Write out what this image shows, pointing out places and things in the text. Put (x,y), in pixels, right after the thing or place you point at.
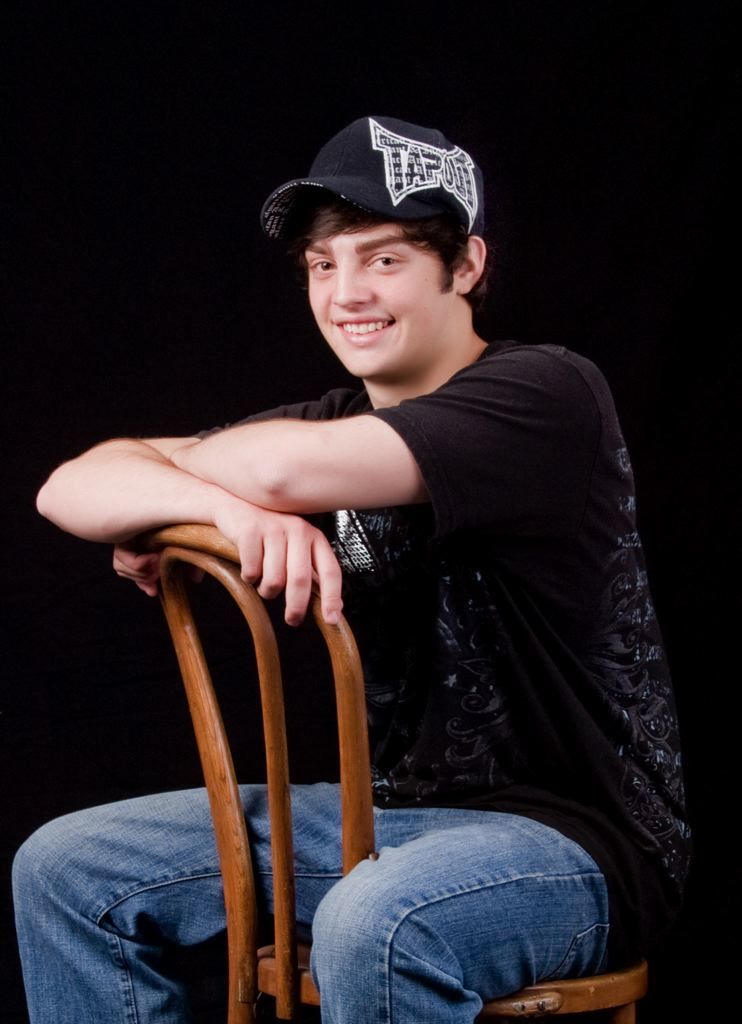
A man (503,639) is sitting on the chair (368,816) and is smiling, wear cap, T-shirt (500,394) and jeans (488,822).
